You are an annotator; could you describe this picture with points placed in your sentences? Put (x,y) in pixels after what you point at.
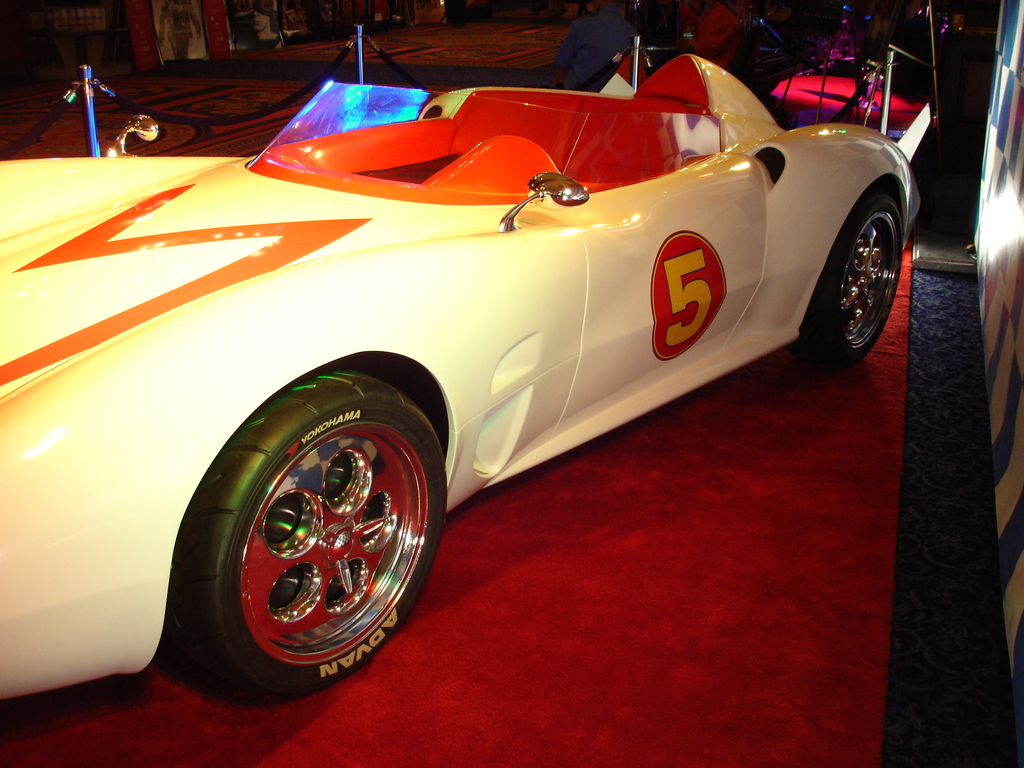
In this image, we can see a car (398,358) parked on the red carpet (568,614). On the right side of the image (993,415), we can see white and blue color board (1003,315). At the top of the image (97,141), we can see pole barriers (300,94), people (627,35), banner stands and some objects (858,27).
